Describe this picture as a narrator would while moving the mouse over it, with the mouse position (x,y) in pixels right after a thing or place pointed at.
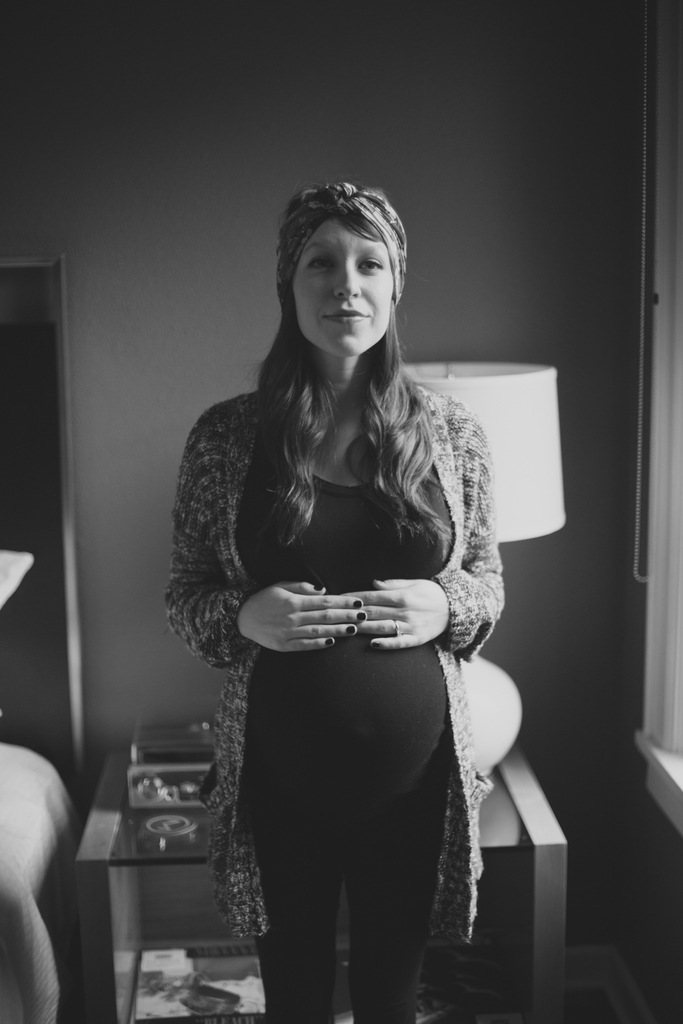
In this image, at the middle (229,648) we can see a woman (241,726), she is standing, in the background (548,911) there is a table (131,920), there is a lamp (477,701) on the table (556,861) and there is a wall (554,596).
